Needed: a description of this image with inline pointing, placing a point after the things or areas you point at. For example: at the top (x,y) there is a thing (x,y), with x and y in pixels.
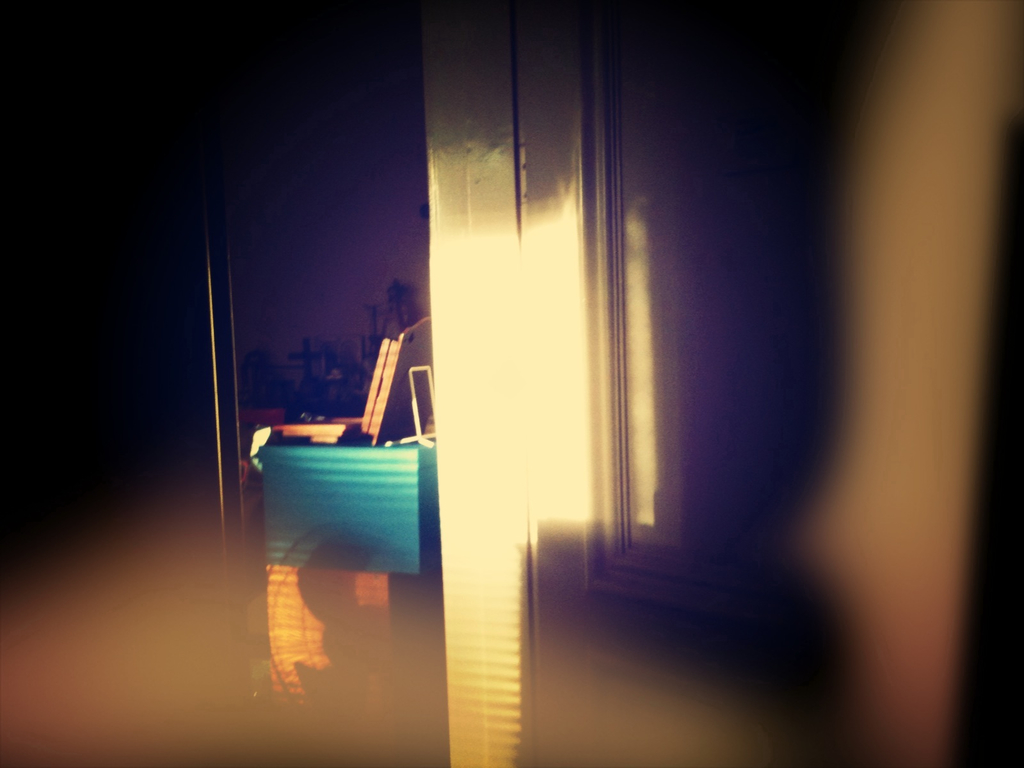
In this image I can see some object (327,461) beside the wall (556,179).
